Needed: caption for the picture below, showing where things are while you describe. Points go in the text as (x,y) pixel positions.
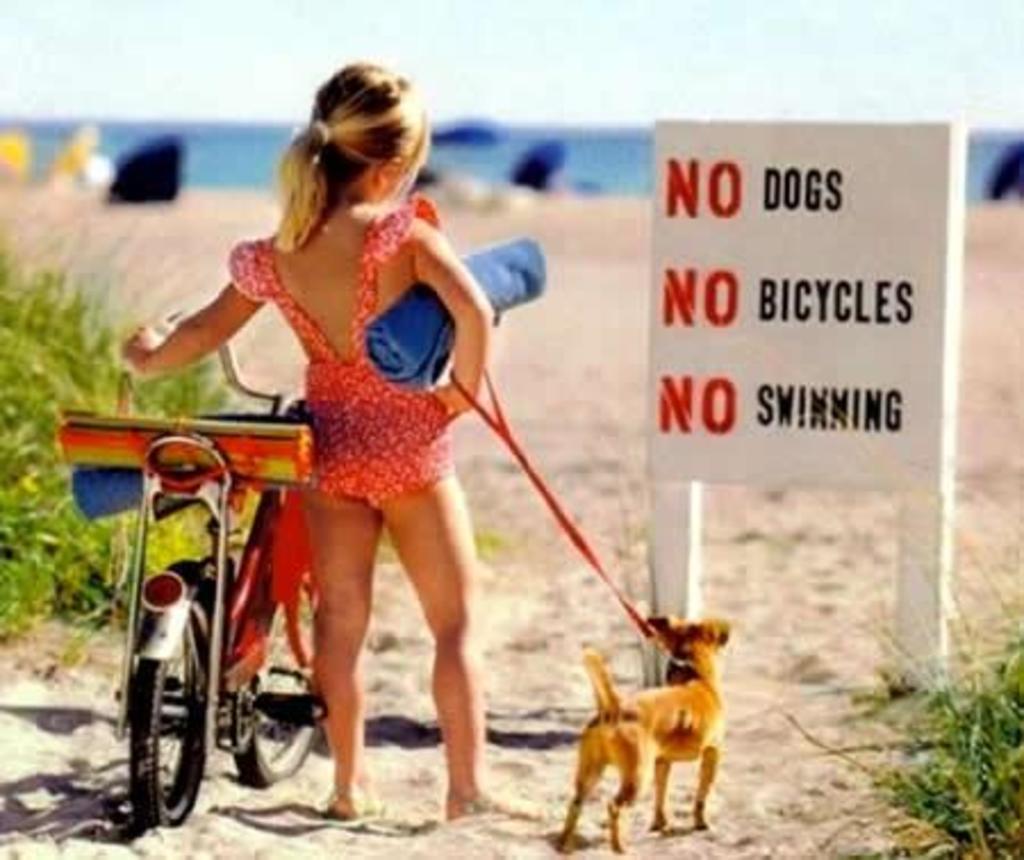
In this image there is a girl (394,481) standing by holding a bike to her left, and there is a dog (591,664) on her right, in front of the girl (371,369) there is a board (735,220) with some text (714,318) written on it, behind the board (750,213) there is sand (517,391) in front of the sand (502,207) there is water (433,160).
